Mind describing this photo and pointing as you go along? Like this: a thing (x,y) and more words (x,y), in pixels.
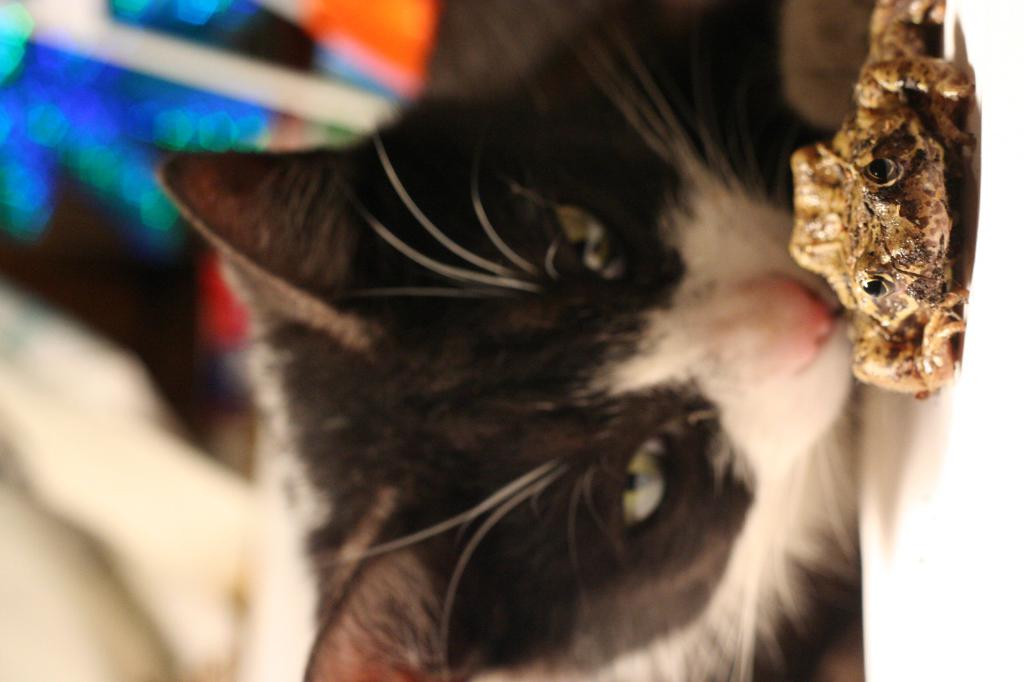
In this image I can see a cat (312,231) which is in black and white color, in front (878,287) I can see a frog (918,268) in brown color and I can see blurred background (51,381).
